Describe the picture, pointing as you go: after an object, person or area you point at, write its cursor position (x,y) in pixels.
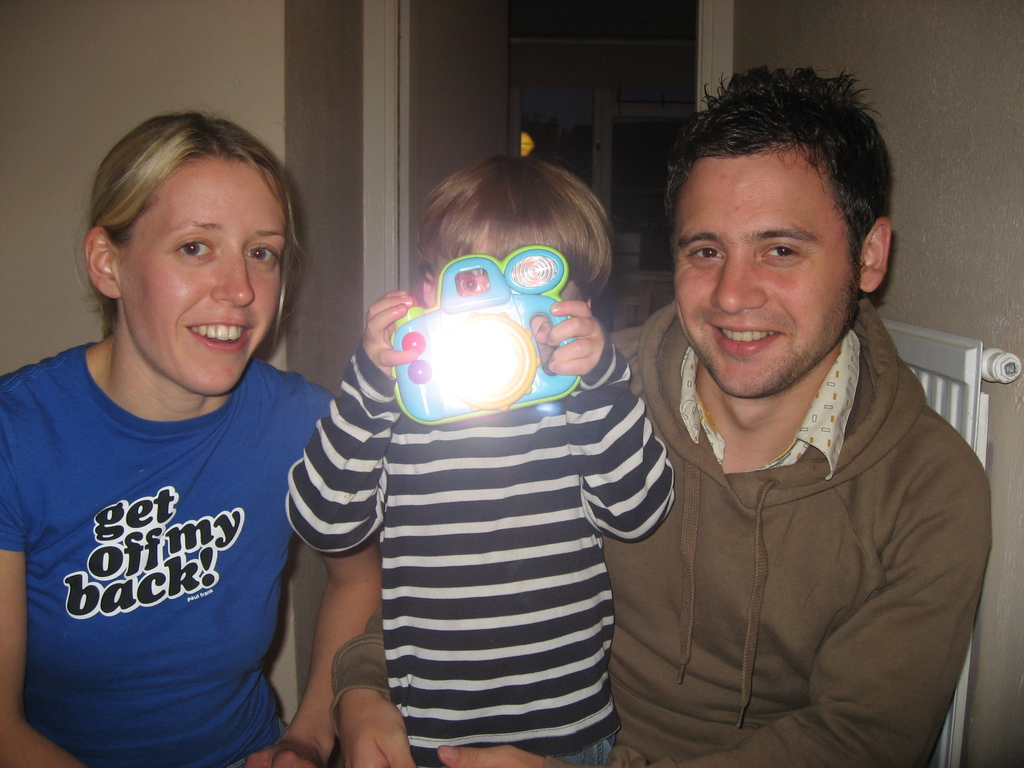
In this picture there is a man (734,353), woman (246,750), and a small girl (577,277), by holding a toy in her hands (363,333) in the center of the image (374,415) and there is a door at the top side of the image (413,16).
